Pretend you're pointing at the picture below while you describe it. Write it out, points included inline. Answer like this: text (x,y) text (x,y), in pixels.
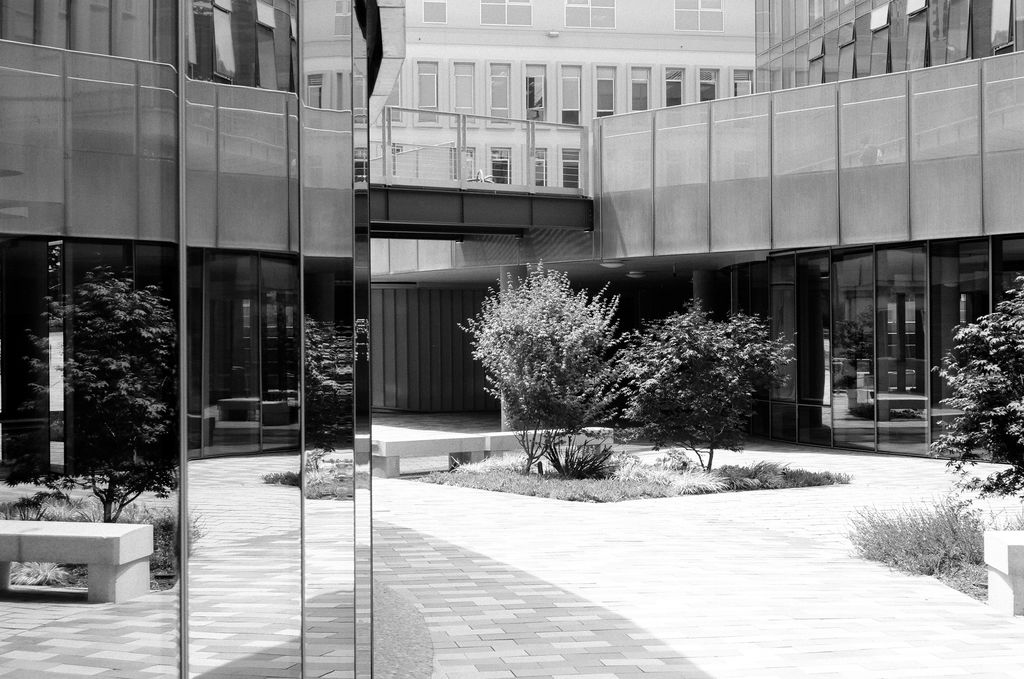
In this image we can see few buildings (627,236). There are few plants (693,402) in the image. There is a grassy land (666,489) in the image. There is a reflection (253,409) of path (192,458), plants (155,434) and an opposite building (243,371) on the glasses (231,384) in the image.
